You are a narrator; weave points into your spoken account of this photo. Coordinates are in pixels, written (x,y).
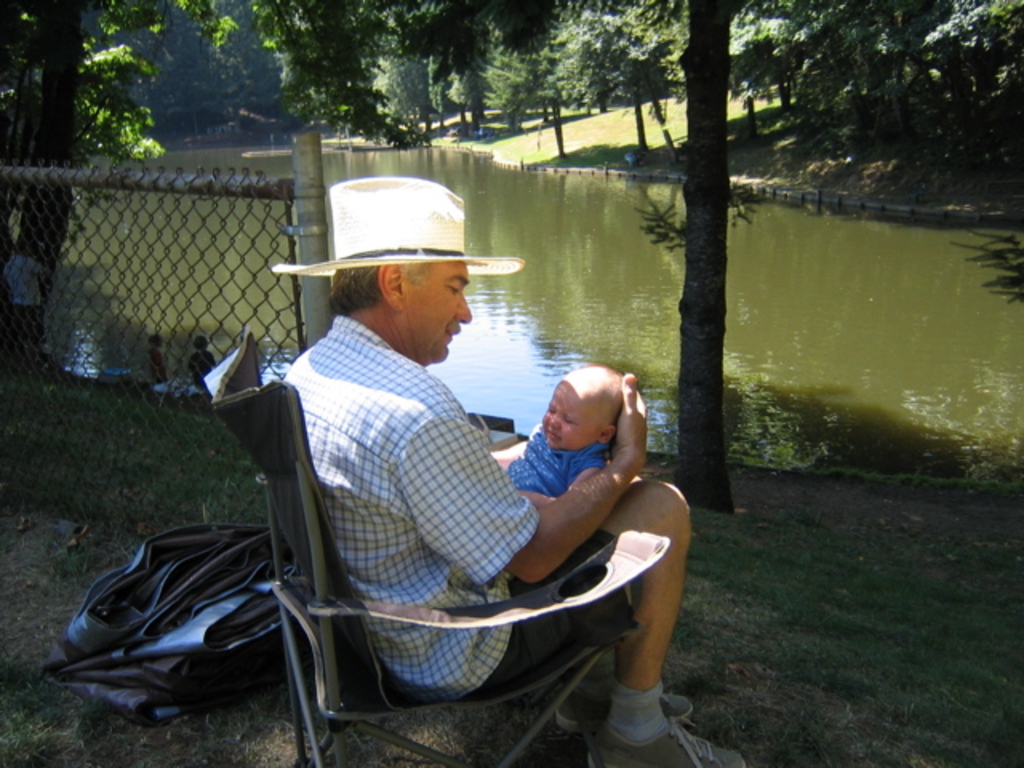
In the image we can see a man (513,540) wearing clothes (418,563), shoes (606,727), hat (387,234) and he is holding a baby (513,474). Here we can see chair (329,633), fence (199,389) on the left side of the image (109,346) and grass (853,633). We can even see water (843,369), trees (457,33) and there is even a person (33,287) standing wearing clothes (23,308).
